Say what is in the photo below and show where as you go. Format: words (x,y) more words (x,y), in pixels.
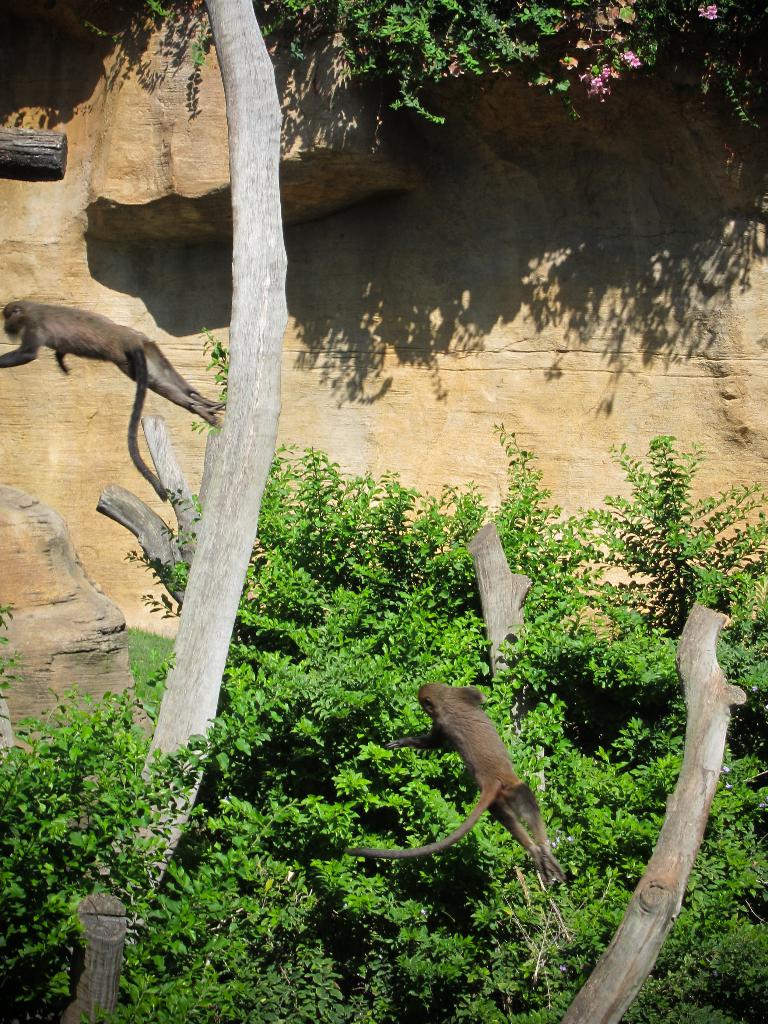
At the bottom of the picture (466,857), we see the trees (477,896). In this picture, we see two monkeys (16,306) are jumping from one tree (228,514) to another tree (225,549). In the background (294,291), we see a rock (326,353).
